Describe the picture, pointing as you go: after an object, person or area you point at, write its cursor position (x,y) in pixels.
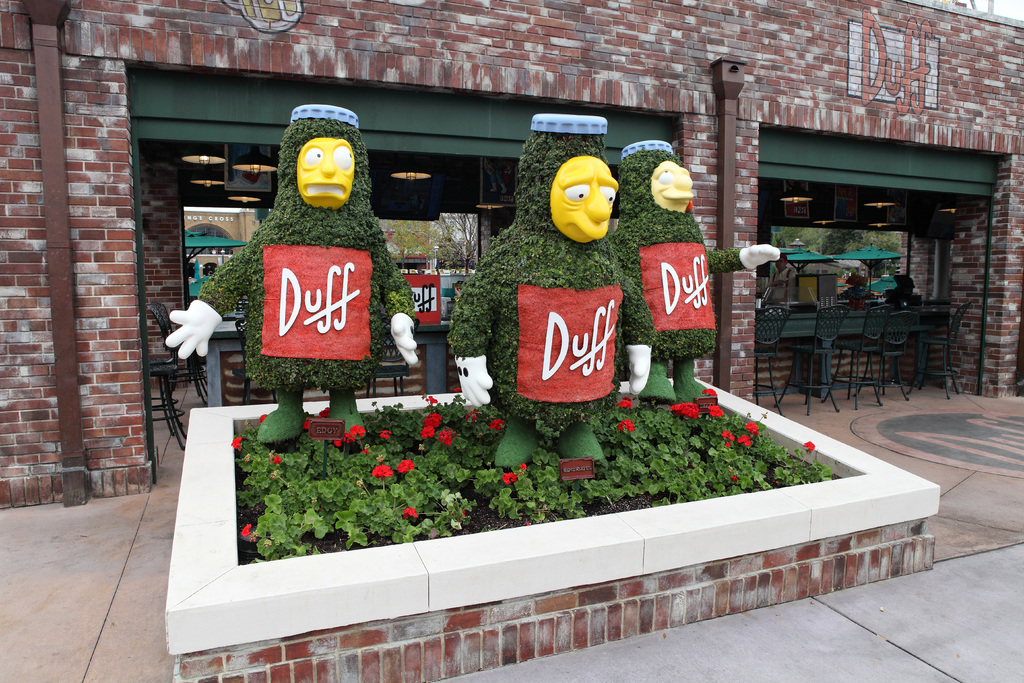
In the foreground of the picture (378,405) there are plants (340,457), flowers (274,475) and bushes (560,416) in the shape of some toys (382,269). In the foreground (787,640) it is pavement (990,519). In the background (972,244) there are chairs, tents (196,245), tables (803,326), brick wall (801,65), text (876,87) and lights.
